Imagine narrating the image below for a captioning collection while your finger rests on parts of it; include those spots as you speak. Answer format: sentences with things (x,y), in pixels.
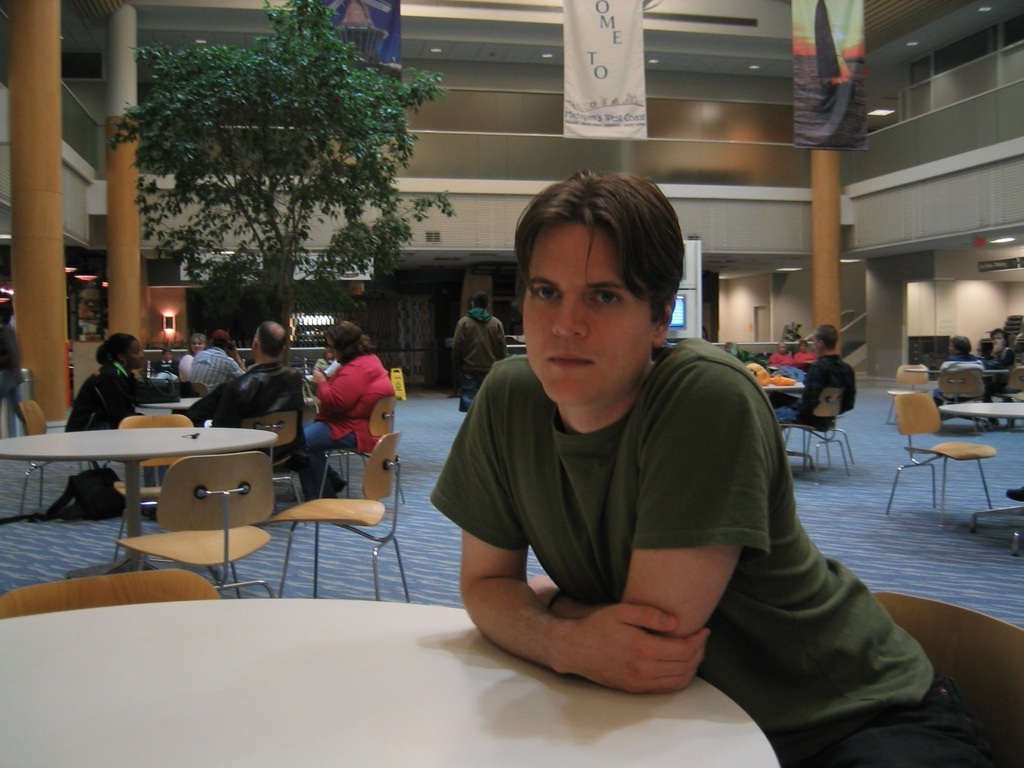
In this picture a guy (699,481) is sitting at the table (646,714). In the background (813,379) we observe many people (266,387) sitting at the table (145,437) and there are few unoccupied tables (181,451) also. There is a small tree (277,279) in the background (277,184).
